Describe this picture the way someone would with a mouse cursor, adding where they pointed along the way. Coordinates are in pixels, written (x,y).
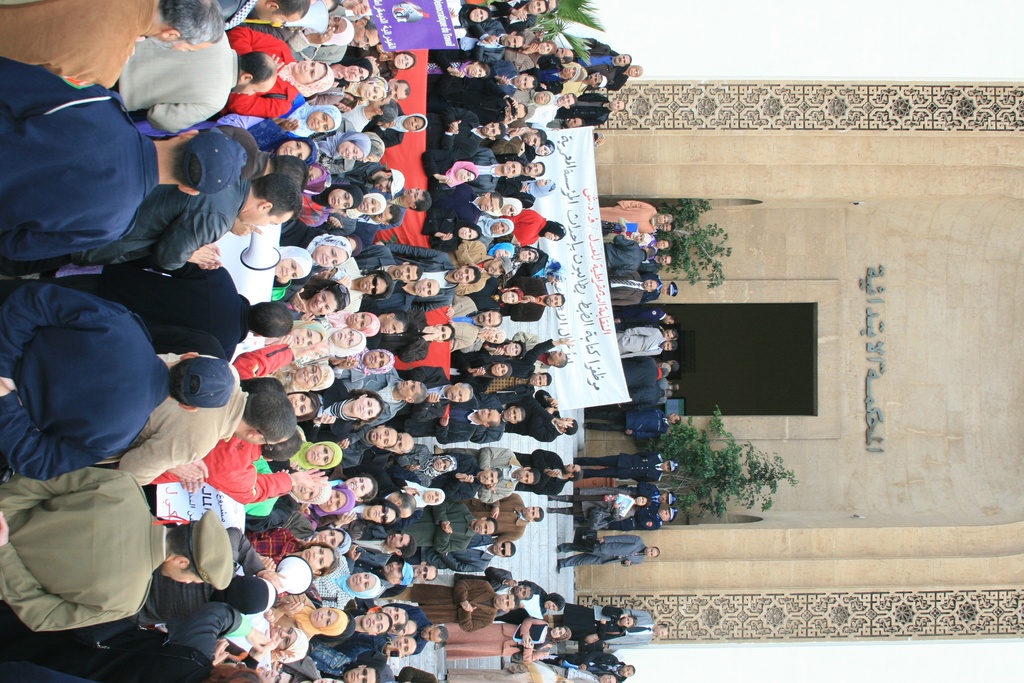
There are groups of people (467,106) standing. This is a banner (596,234). I think this is a placard (412,30). I can see a person (277,224) holding a megaphone (261,250). These are the stairs (565,540). This is a building (890,349). I can see the trees (699,262). This looks like a name board (874,351).
